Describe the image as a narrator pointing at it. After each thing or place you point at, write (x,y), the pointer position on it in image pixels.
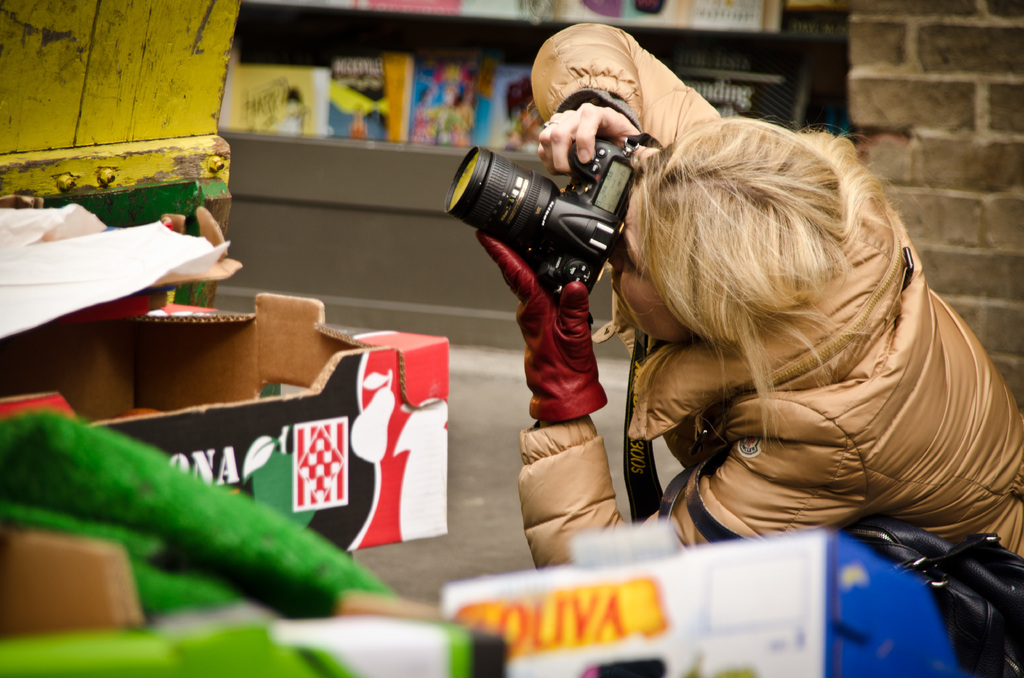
a woman (624,305) is capturing a picture with her camera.
